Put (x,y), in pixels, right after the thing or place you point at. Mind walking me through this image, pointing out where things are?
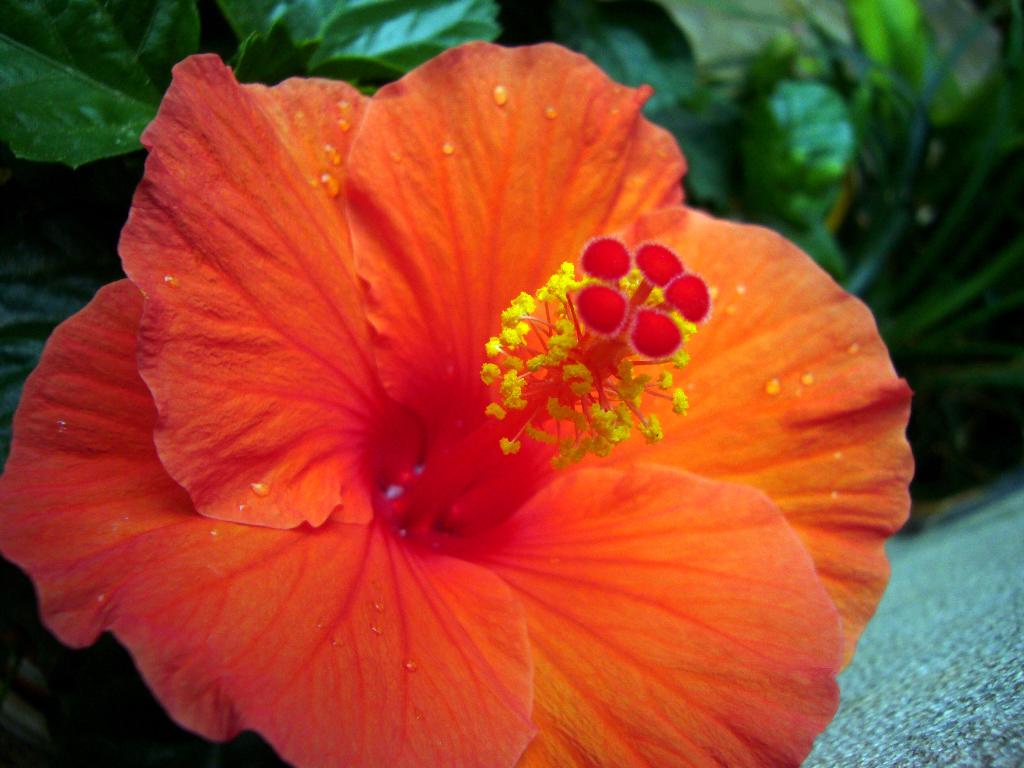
In the image we can see in front (234,396) there is a hibiscus flower (566,396) and behind there are plants (315,10).
